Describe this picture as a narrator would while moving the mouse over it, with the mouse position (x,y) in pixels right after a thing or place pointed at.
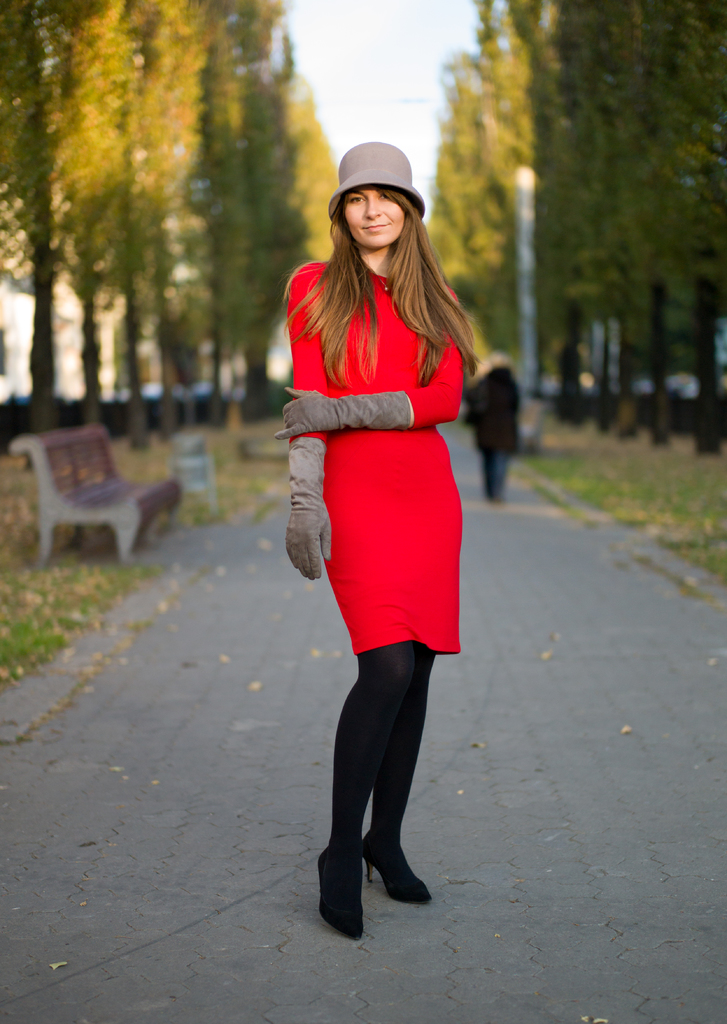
In this picture I can see there is a woman (390,856) standing here and there are trees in the backdrop (439,156). There is a bench (76,489) and the sky (339,102) is clear.
